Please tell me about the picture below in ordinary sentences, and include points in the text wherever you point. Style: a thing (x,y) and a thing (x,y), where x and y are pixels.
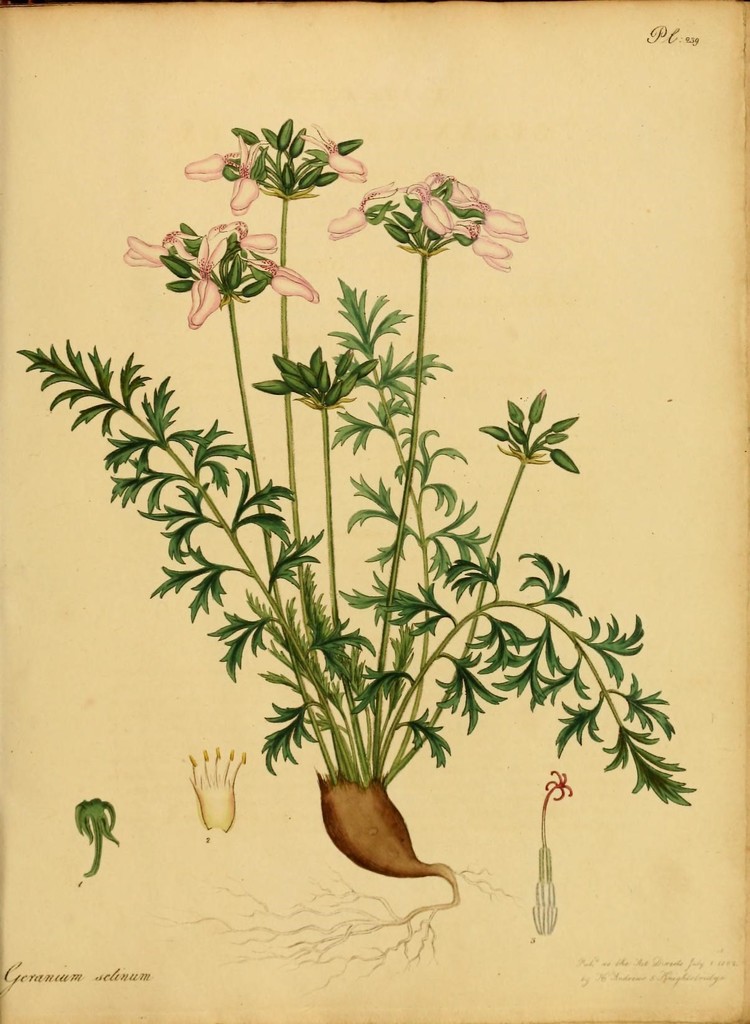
In this image we can see a painting (358,846) of a plant (379,690) with roots (365,854) and flowers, also we can see some text (31,980).
